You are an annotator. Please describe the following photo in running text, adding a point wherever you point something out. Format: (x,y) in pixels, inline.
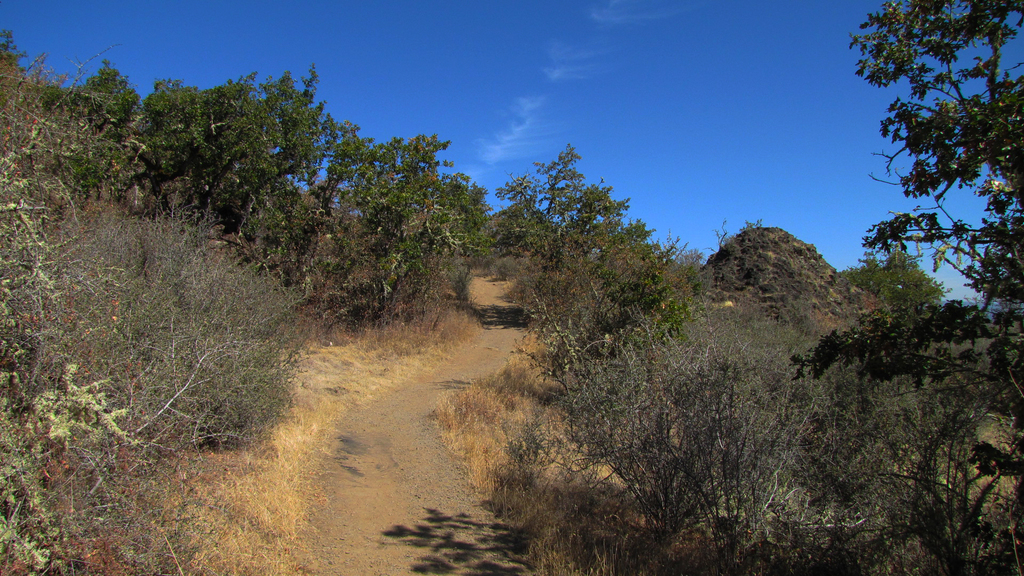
In this picture we can see a few plants (280,516) and trees (874,248) on both sides of the image. We can see the sky (693,69) on top (652,109).
